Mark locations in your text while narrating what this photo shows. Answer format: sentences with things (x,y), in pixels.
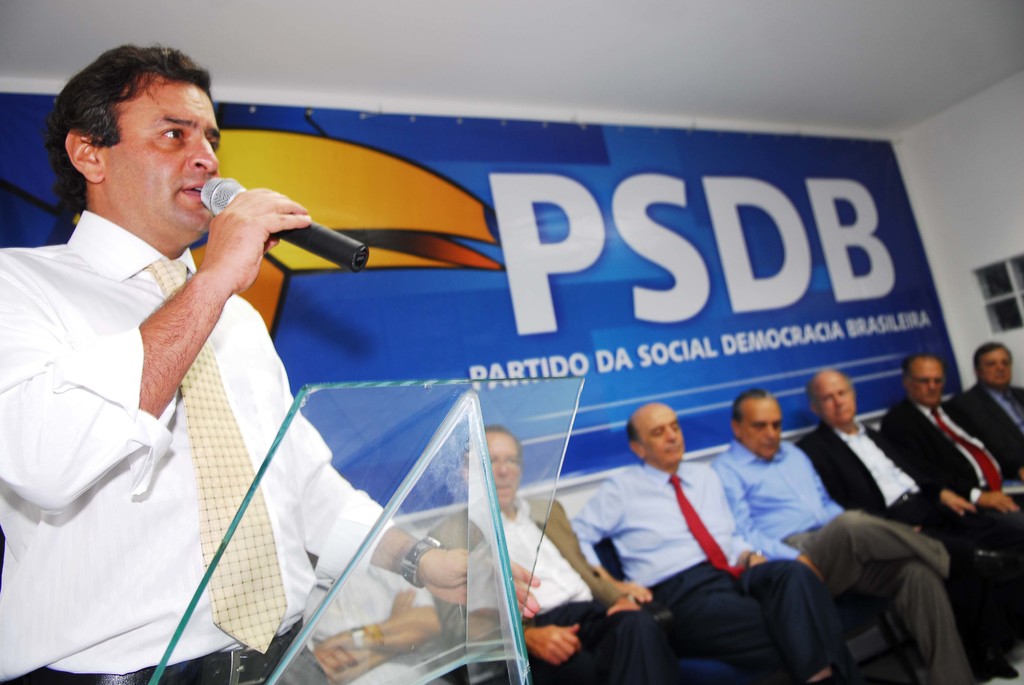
In this image there are a few men (670,569) sitting on the chairs (740,670). To the left (293,545) there is a man (167,493) standing. In front of him there is a glass podium (377,543). He is holding a microphone (278,229) in his hand (249,239). Behind them there is a wall (704,124). There is a banner (561,263) on the wall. There is text (691,299) on the banner (696,276).
